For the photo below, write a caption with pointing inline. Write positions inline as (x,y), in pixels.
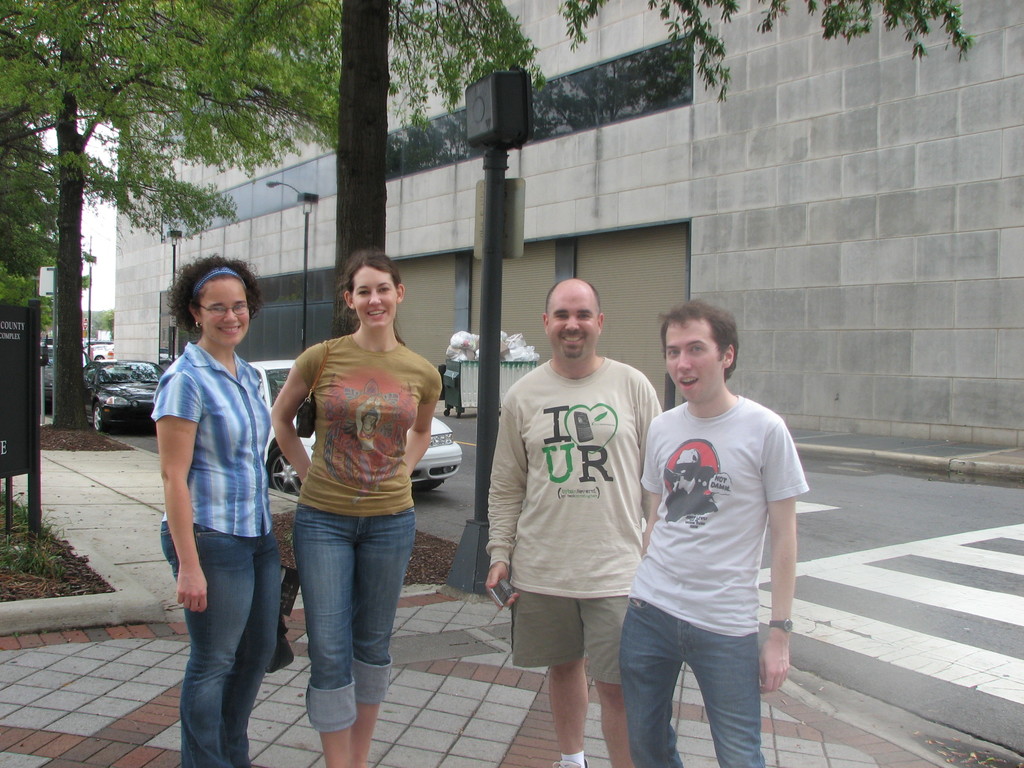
There are two women (192,479) and two men (519,406) smiling and standing on the footpath (36,741) near a road (919,617) on which, there is a zebra crossing (946,621) and there are vehicles (100,347). In the background (364,213), there are trees (65,151), a pole (493,159), hoarding (8,361) and grass (9,537) on the ground (428,534), building (825,60) which is having glass windows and there is sky (103,220).
